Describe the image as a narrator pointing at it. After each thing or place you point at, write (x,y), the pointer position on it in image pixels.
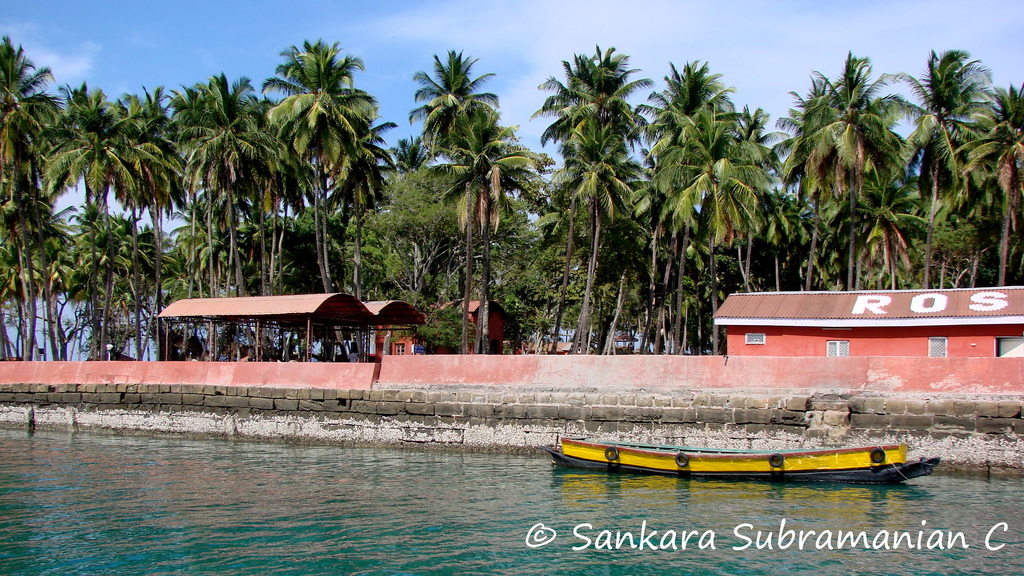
In the picture we can see a sea (417,486) with water (301,482) which is blue in color and in it we can see a boat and behind it we can see a wall (407,428) and behind it we can see some sheds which are brown in color and in the background (17,230) we can see full of coconut trees (268,238) and sky (517,32) with clouds (502,26).
